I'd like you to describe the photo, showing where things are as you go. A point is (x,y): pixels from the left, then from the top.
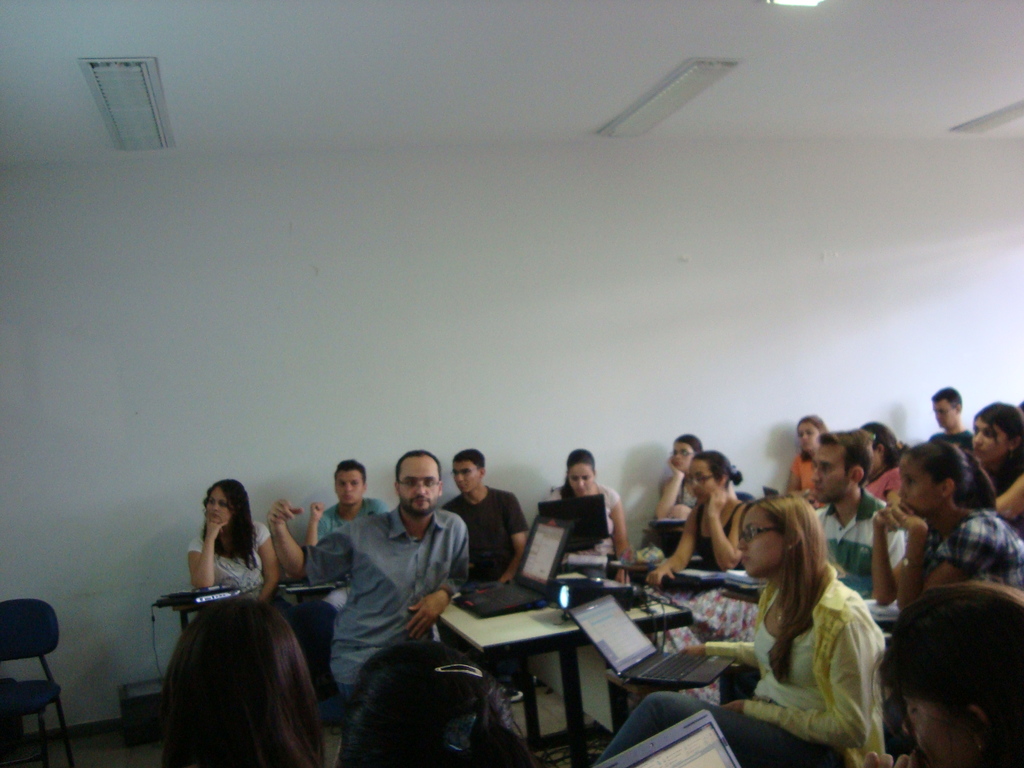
This picture is clicked inside the room (179,447). In this picture, we see many people (846,641) are sitting on the chairs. In front of them, we see a table (552,610) on which laptop (519,576) is placed. The woman (779,677) in yellow shirt (807,711) is holding a laptop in her hands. The man (422,520) in the middle of the picture (422,504) wearing a grey shirt (408,611) is sitting. He is trying to explain something. In the background (67,669), we see a white wall (240,387). At the top of the picture (674,5), we see the ceiling (729,103) of the room (719,119).
